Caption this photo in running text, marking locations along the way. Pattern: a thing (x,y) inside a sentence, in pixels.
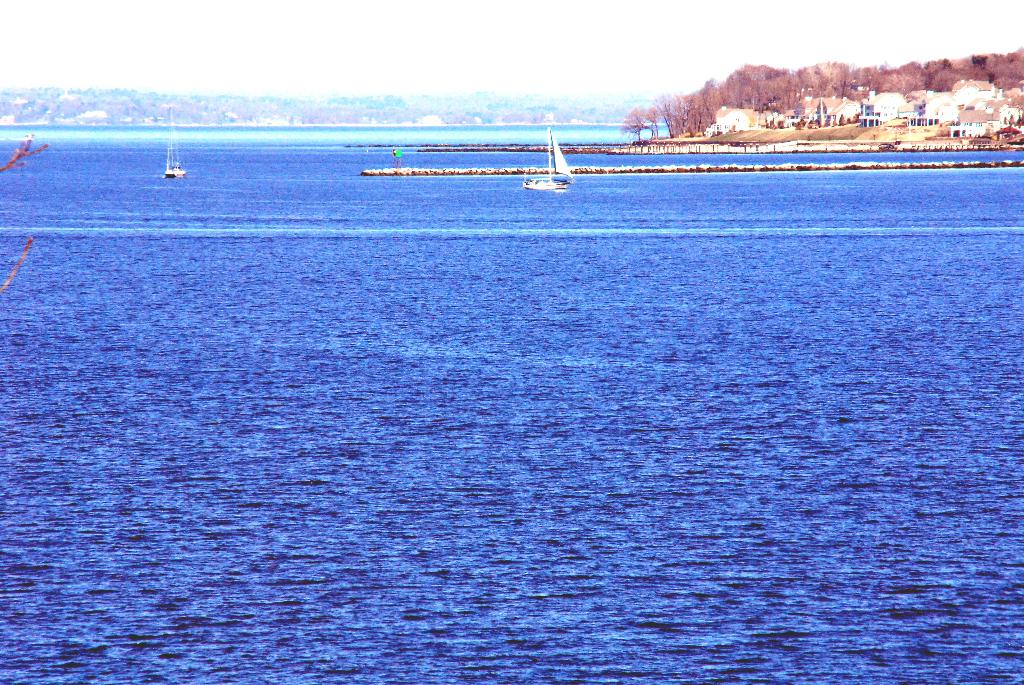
In this image there is water (360,499). There are two boats (559,173) on the water (333,171). In the top right (745,92) there is the land (807,135). There are houses (837,110) and trees (766,76) on the land (748,110). In the background (247,102) there are mountains (161,100). At the top (533,40) there is the sky (509,58).
